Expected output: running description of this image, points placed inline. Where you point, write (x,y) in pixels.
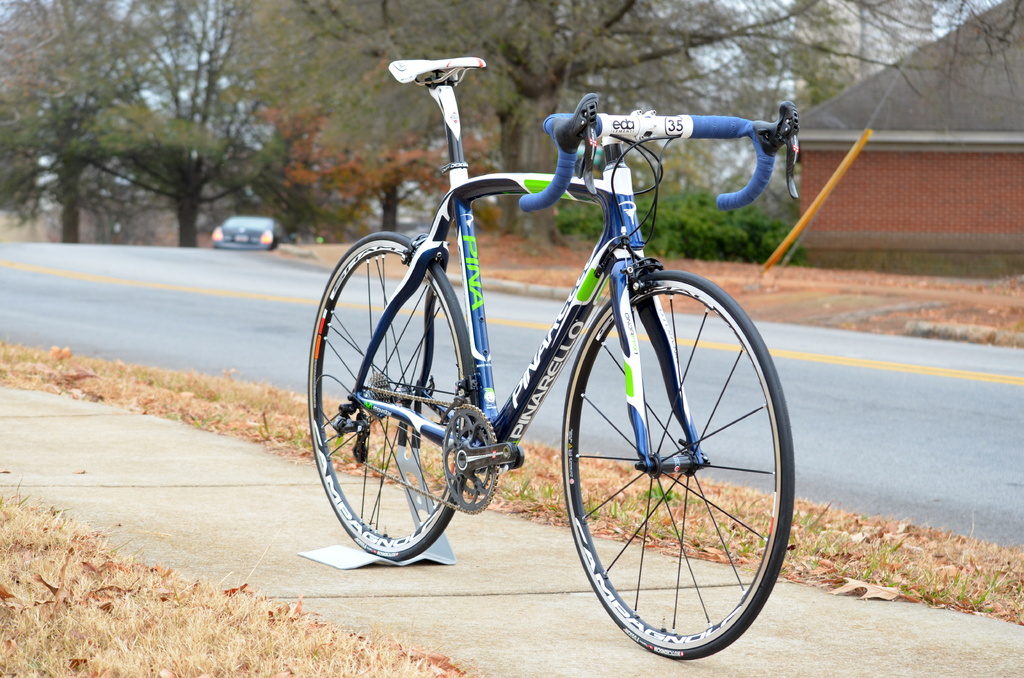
As we can see in the image there is a footpath (847,664) on which a bicycle (324,303) is parked. A bicycle (462,208) is in blue and white colour. There is a road (188,274) and here there is a black car (242,233), in front of the car (259,238) there are lot of trees (301,94). Beside trees (819,74) there is a house (917,151) which is made up of red bricks (901,209).
